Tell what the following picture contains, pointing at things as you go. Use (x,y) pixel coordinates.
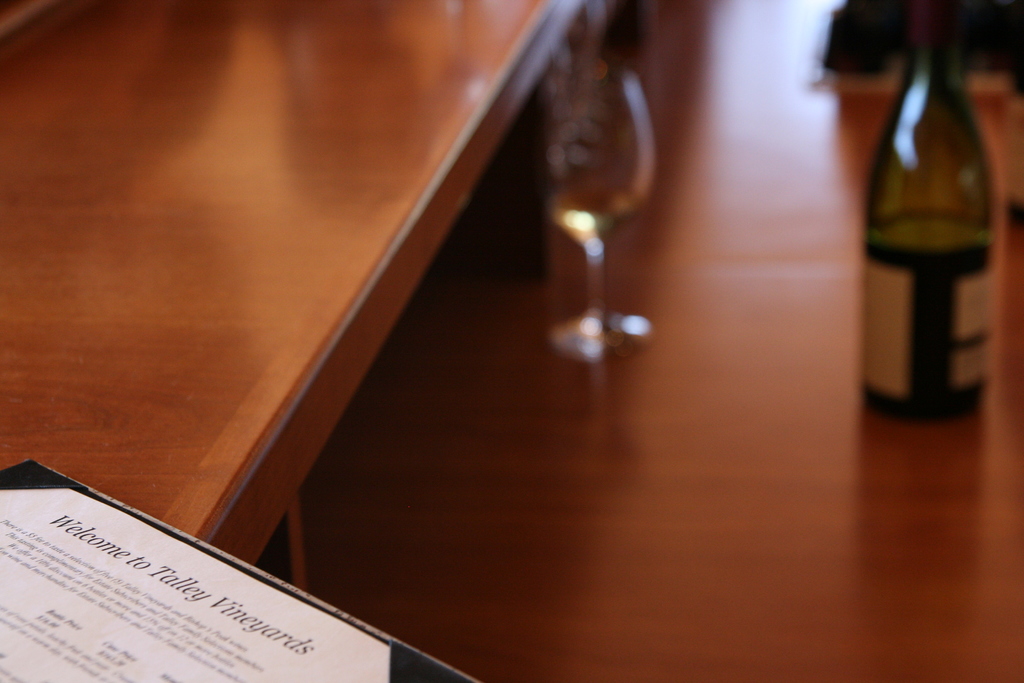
This picture describe that on the beautiful wooden table (802,537) we can see the green color wine bottle (882,277) and a glass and a piece of paper (64,595) in the front table (7,74) on which welcome to Talley Vineyards is written.
